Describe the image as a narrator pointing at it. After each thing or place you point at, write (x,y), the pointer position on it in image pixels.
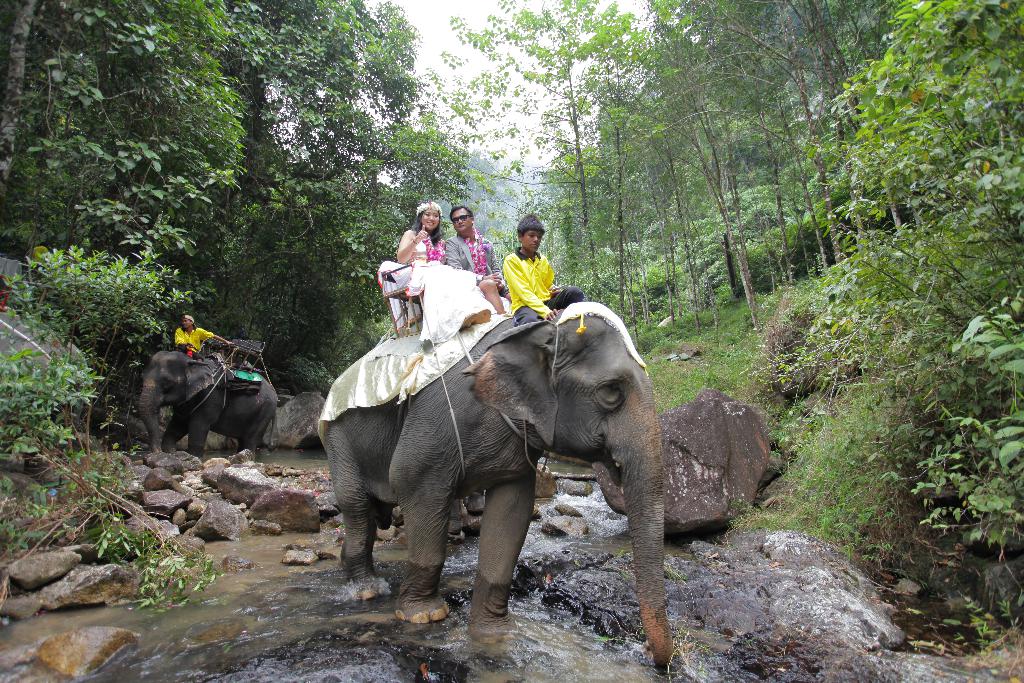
In this image i can see a group of people (483,294) who are riding on elephant (496,403). Here we have two elephants (359,411) who are walking in the water (274,582), we also see there are few trees (280,140) and plants (957,326) on the ground (890,413).
